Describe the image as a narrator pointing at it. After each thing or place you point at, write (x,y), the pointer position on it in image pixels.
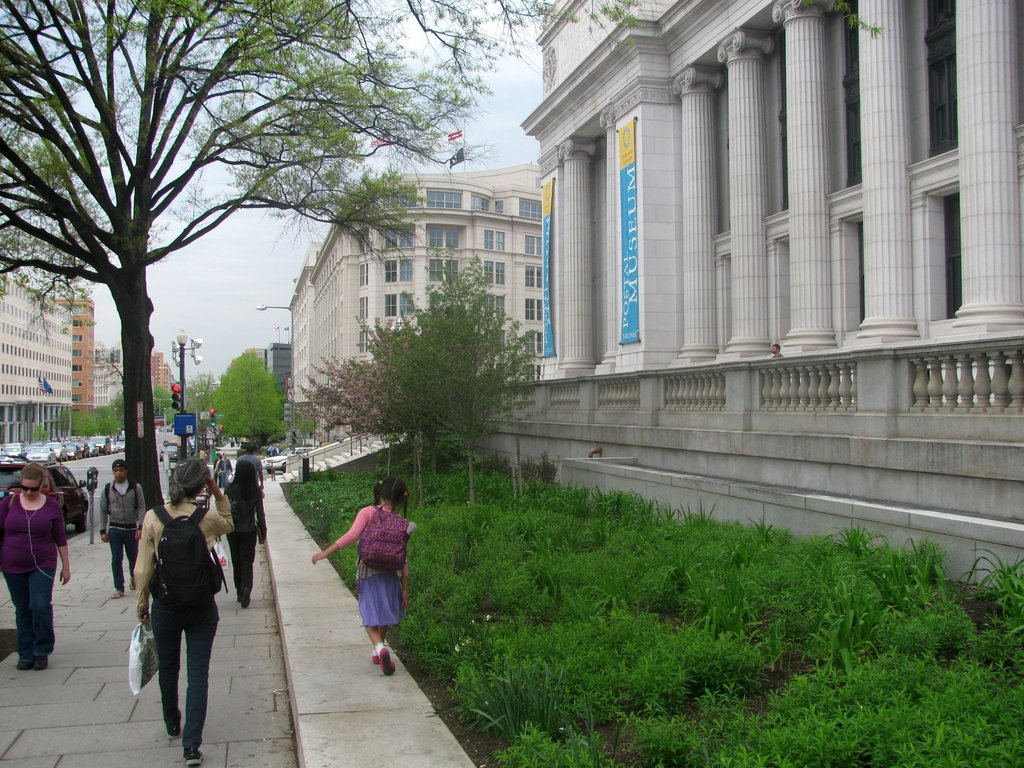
In this image I can see number of persons (184,514) are standing on the sidewalk (258,563), few plants (482,583) and few trees (65,142). In the background (115,446) I can see few vehicles (98,441) on the road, a traffic signal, few trees (239,361), few buildings (296,358) and the sky (256,242).
